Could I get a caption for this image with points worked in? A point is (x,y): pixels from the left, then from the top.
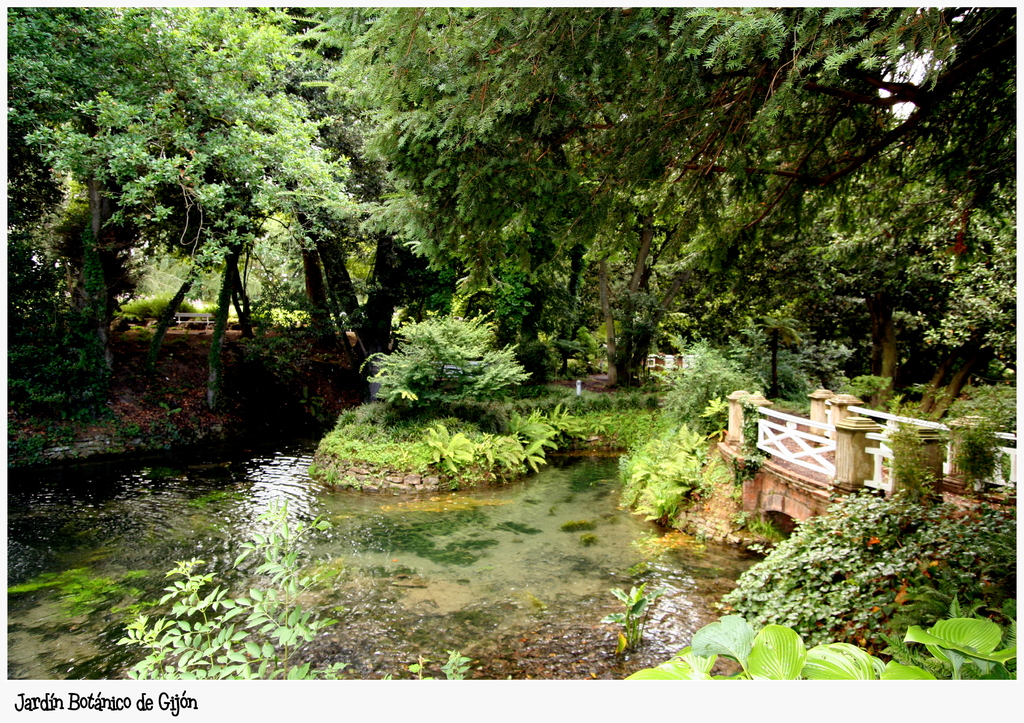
In this picture I can observe water (506,584) in the middle of the picture (582,479). I can observe plants (399,379) and trees (522,208) on the ground (136,355). On the right side (845,472) I can observe small bridge (804,452).
